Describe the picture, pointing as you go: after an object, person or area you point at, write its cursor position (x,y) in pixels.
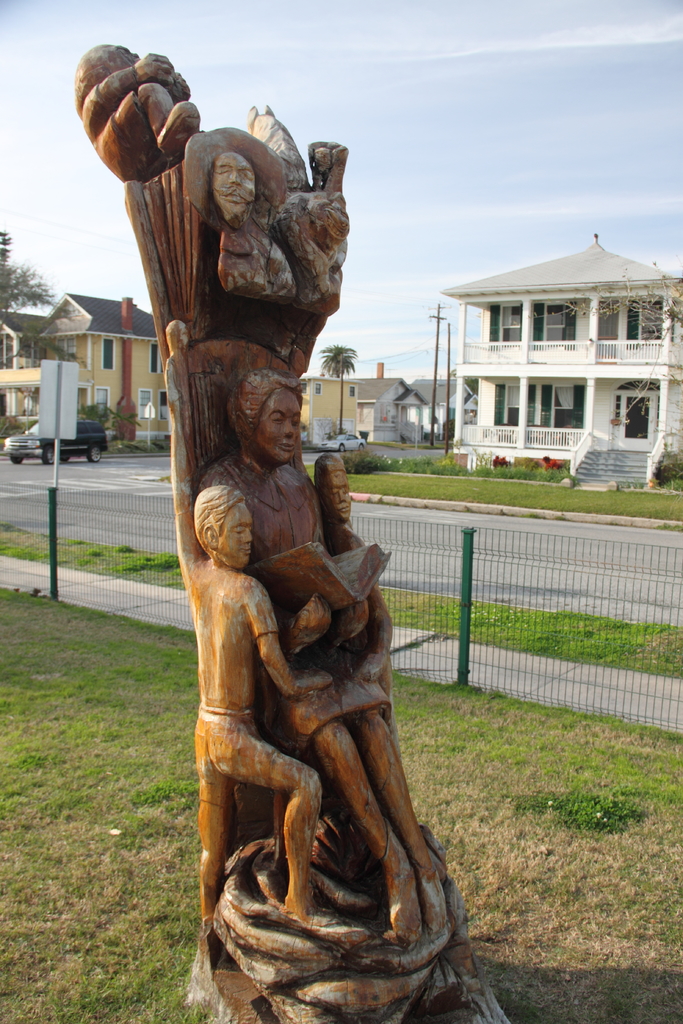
In this image, there is a wooden sculpture of people (291,688) and I can see fence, grass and vehicles (51,449) on the road (474,549). In the background (58,208) there are houses (137,410), trees (347,360), plants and the sky (311,46).
